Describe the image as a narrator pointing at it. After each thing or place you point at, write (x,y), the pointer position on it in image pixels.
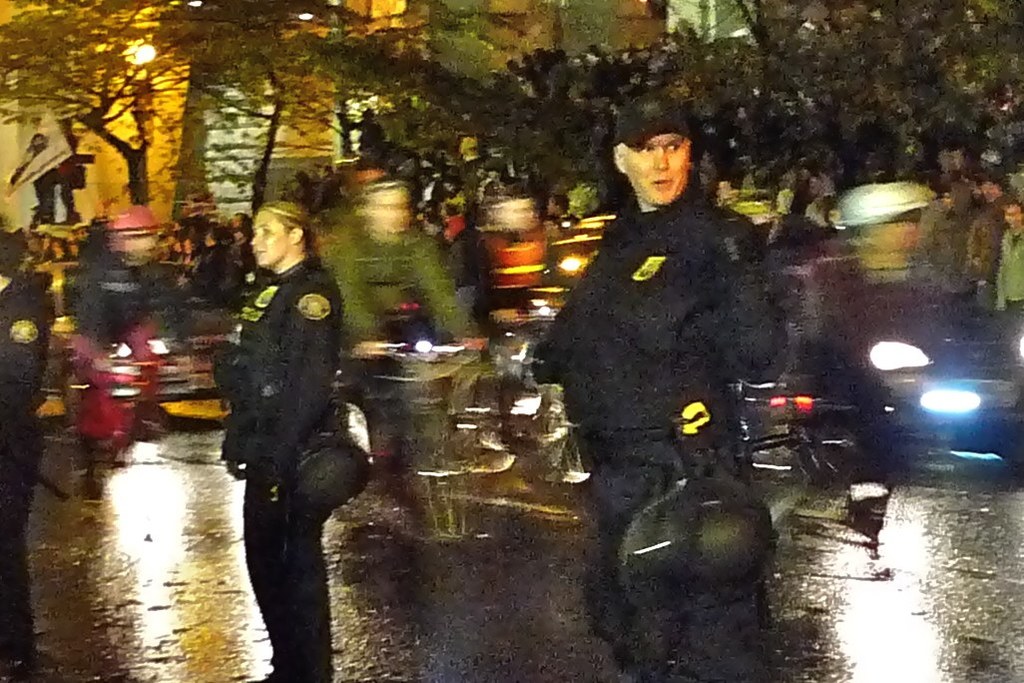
There are three persons (304,427) wearing black dress (600,382) are standing and there are few persons (404,265) riding bicycles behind them and there are trees (482,67) and a building (519,4) in the background (445,49).
